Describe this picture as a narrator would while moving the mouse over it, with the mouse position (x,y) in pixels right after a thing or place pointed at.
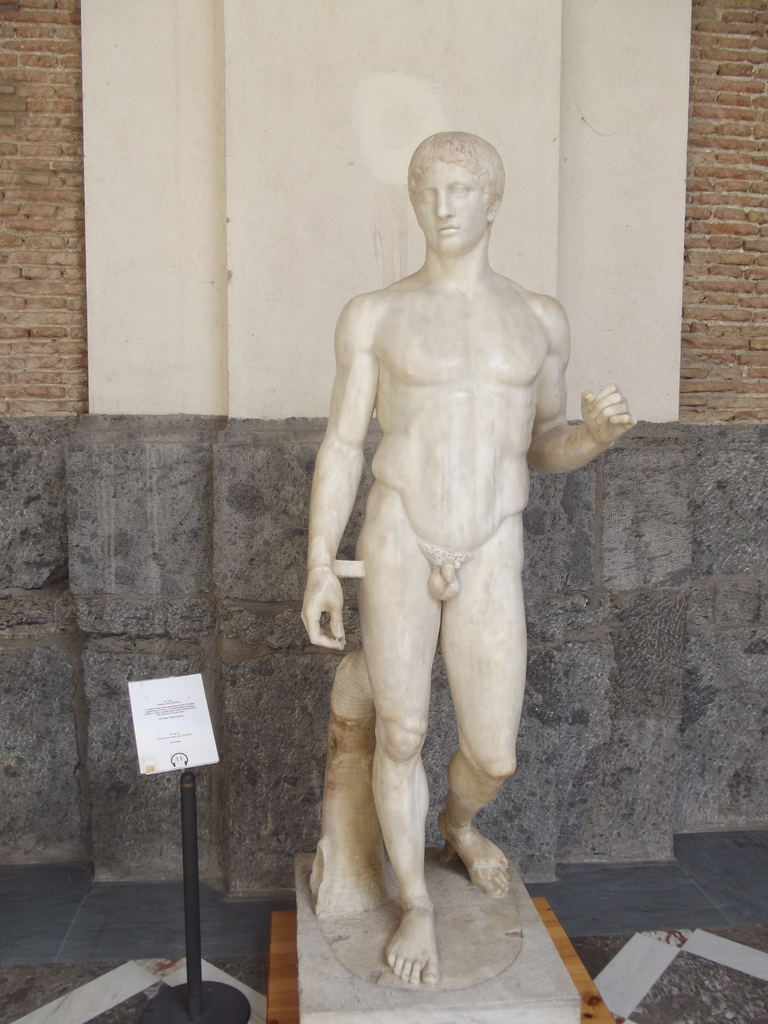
In the middle of this image (472,401), there is a statue (418,377) of a nude person (444,450). Besides this statue (417,351), there is a small pole (334,835) on a platform (303,886). Beside this pole (336,756), there is a board (170,698) attached to a pole (209,1009). In the background (34,184), there is a brick wall (735,61) connected to a pillar (274,38).
